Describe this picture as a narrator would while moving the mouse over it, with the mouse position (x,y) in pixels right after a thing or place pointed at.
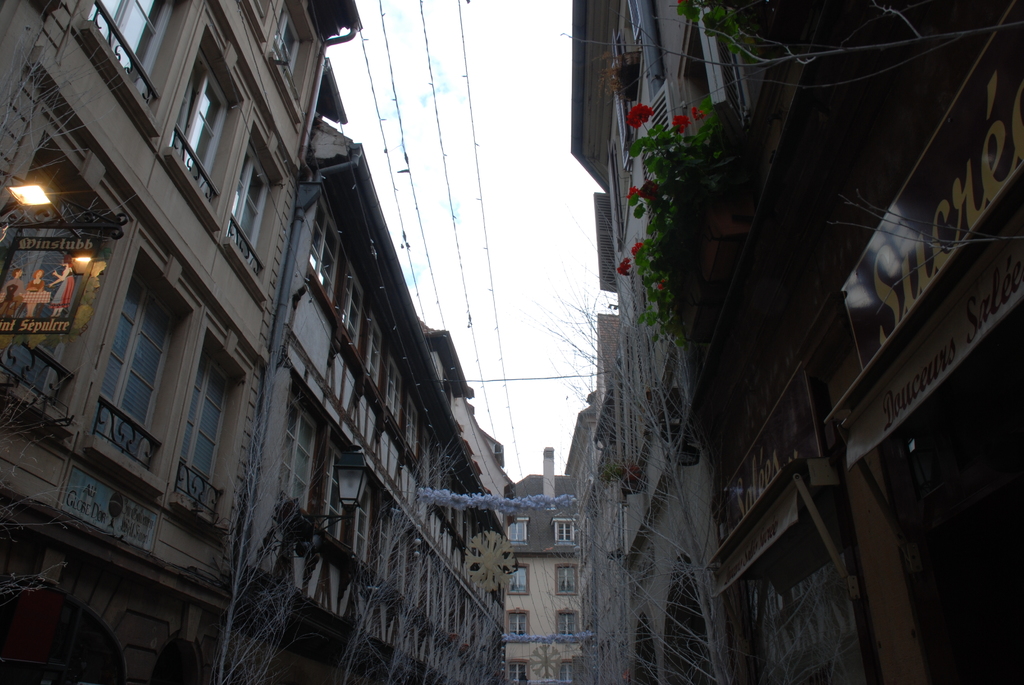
In this image I can see building (347,190), on the building (149,343) I can see flowers (685,118) and plants (688,184) and hoarding board (912,229), on the hoarding board (912,229) there is a light (15,193) and in the middle (480,260) there are power line cables (440,137) and the sky (492,170).
